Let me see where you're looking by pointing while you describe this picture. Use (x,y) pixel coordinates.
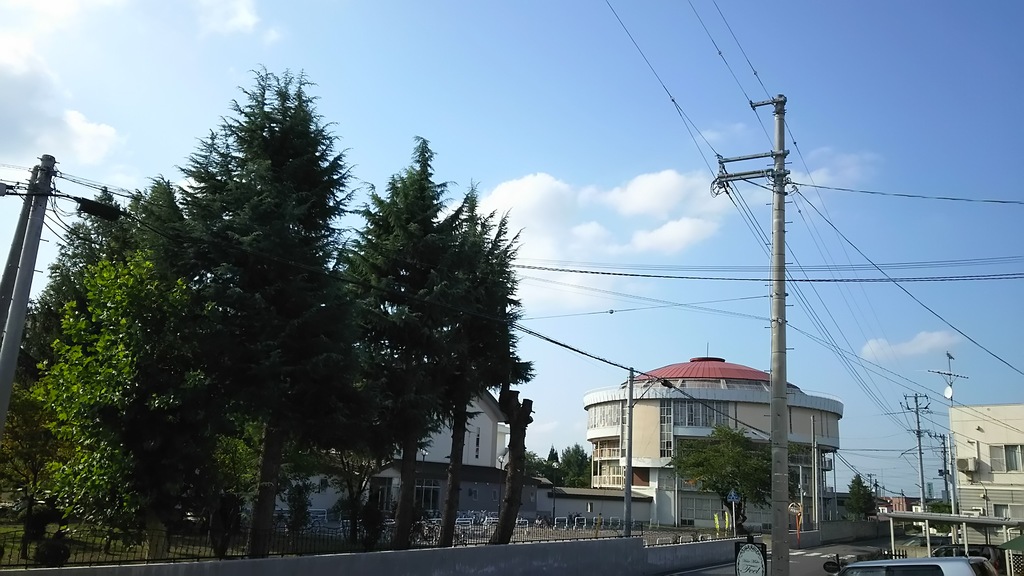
This image consists of a road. In the background (652,440), there are many buildings (652,440). To the left (261,381), there are trees (246,479). In the middle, there is a pole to which many wires (584,351) are fixed. To the top (677,183), there are clouds (675,189) in the sky (603,384). At the bottom right (864,564), there is a car (925,572).
